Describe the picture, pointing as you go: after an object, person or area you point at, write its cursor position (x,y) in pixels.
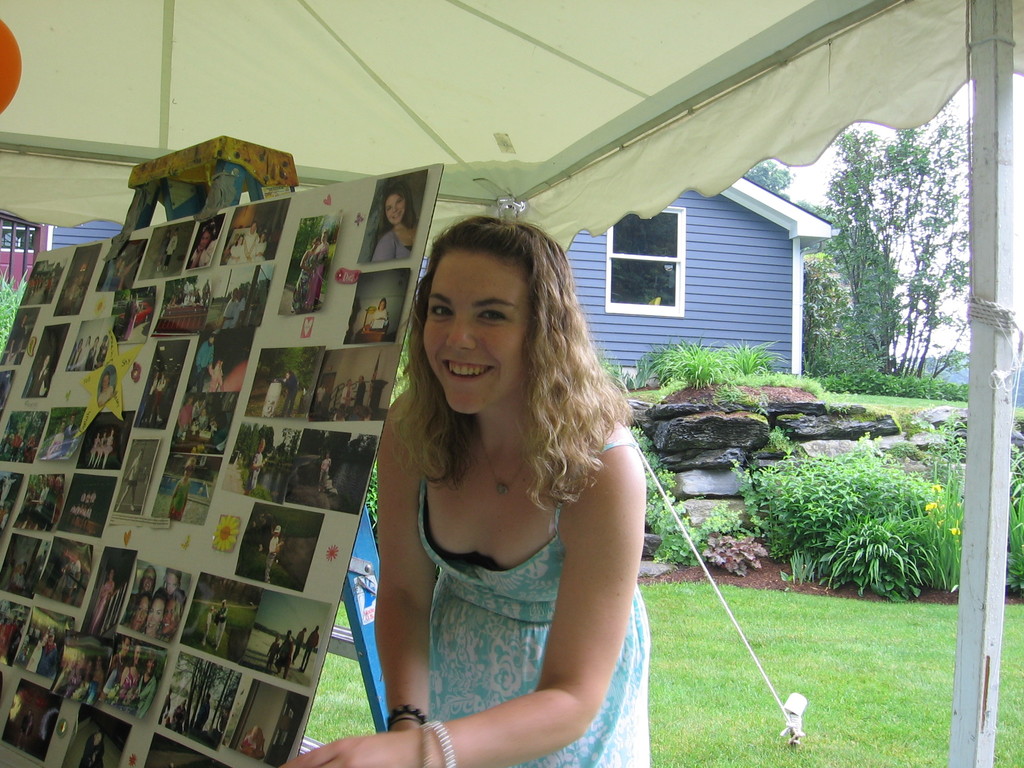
On the left (307,569) there is a board (221,239) on the stand (205,180), on the board (346,223) there are many photographs (374,225). In the center of the picture (492,478) there is a woman (553,604) smiling. At the top (416,111) it is canopy (126,88). In the center of the background (791,488) there are plants (919,377), stones (691,447), house (649,272), trees (911,306), hill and sky (929,350). At the bottom (817,694) there is grass (783,724).
